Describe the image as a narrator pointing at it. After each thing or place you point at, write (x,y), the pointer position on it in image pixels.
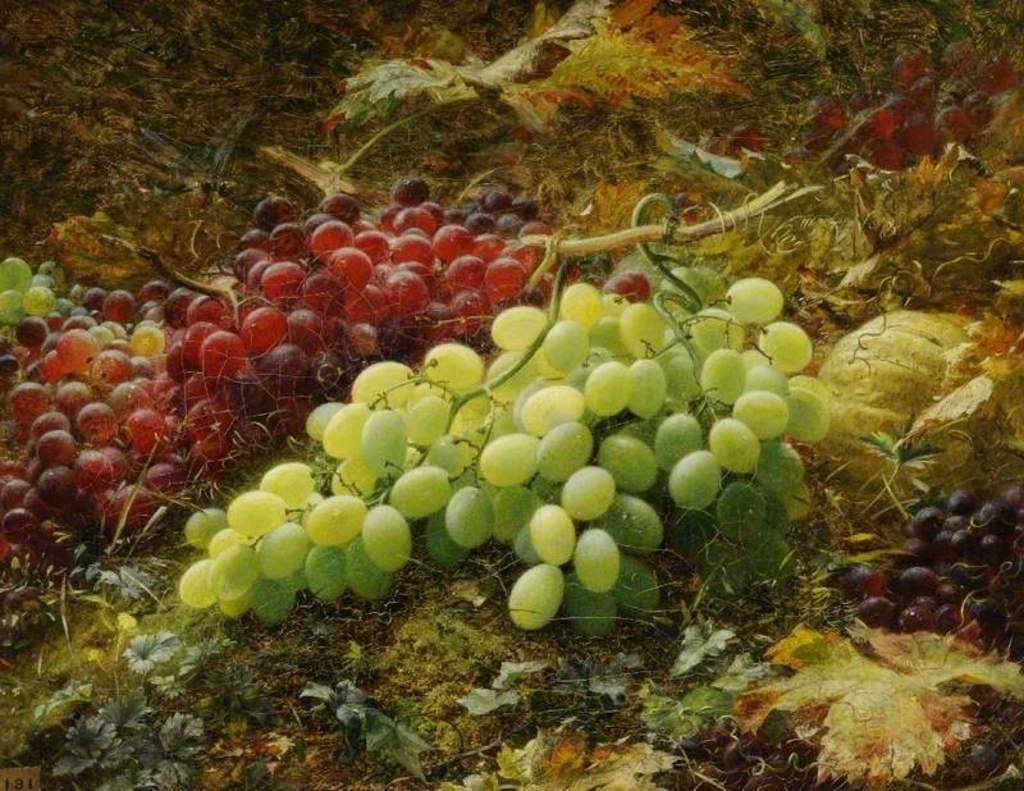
In this image I can see grapes bunches (531,421) on the ground (626,620). This image looks like a painting.
